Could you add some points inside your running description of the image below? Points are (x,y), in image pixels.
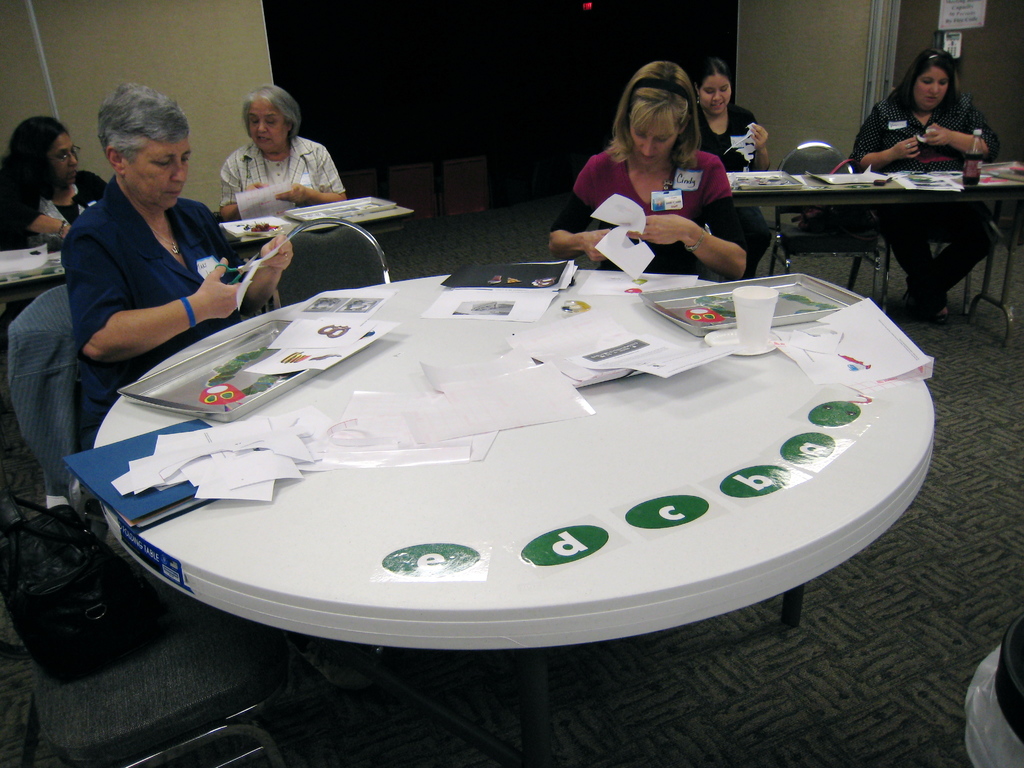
This picture shows a group of people (69,254) seated on the chairs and we see papers (515,304) and glasses (755,299) on the table (779,327).
